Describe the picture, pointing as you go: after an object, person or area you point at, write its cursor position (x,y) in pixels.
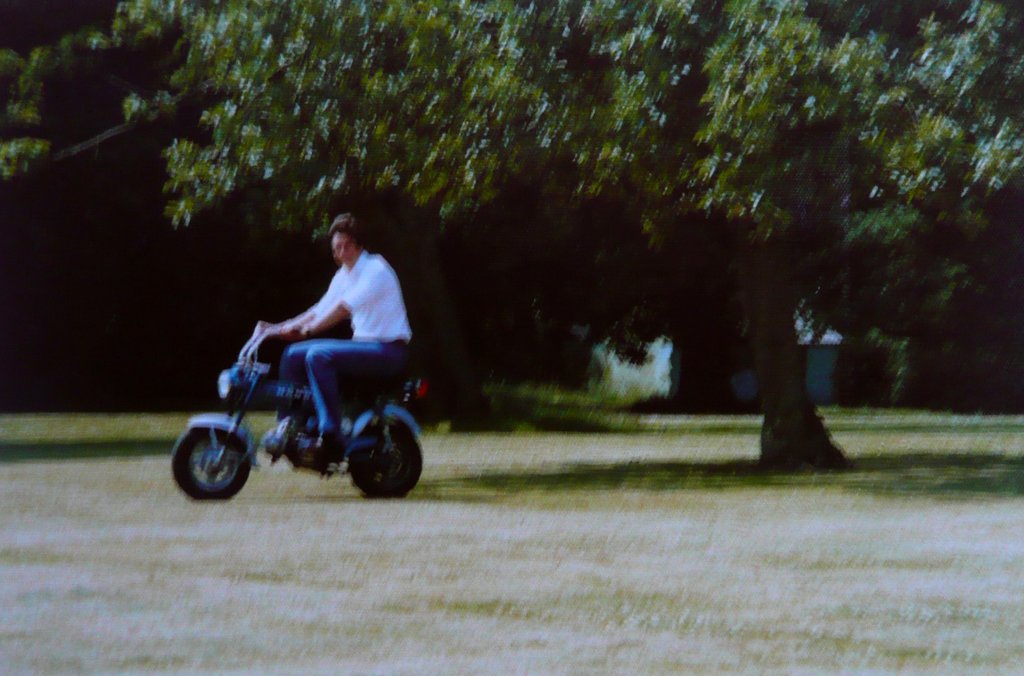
This man (360,320) wore white shirt (360,339) and riding his motorbike (217,421). Far there are trees (460,69) and plants (911,364).
